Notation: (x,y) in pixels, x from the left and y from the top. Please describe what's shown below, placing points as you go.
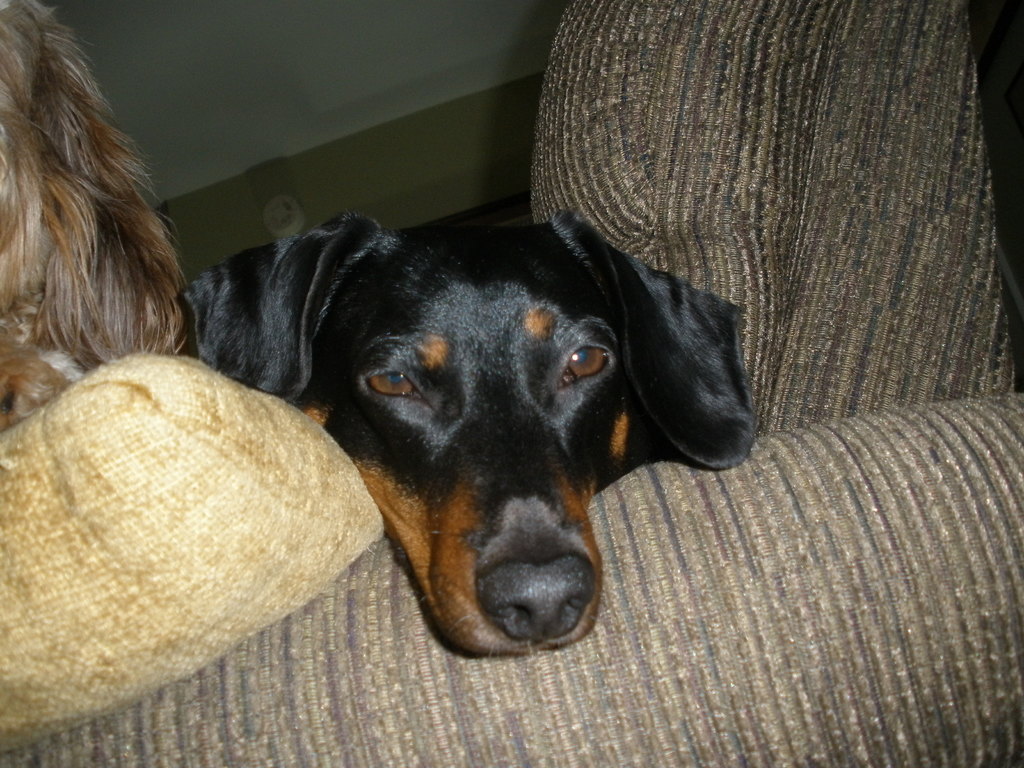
In this image we can see the face (658,456) of a dog (398,372). On the backside (312,121) we can see a wall (312,121).
